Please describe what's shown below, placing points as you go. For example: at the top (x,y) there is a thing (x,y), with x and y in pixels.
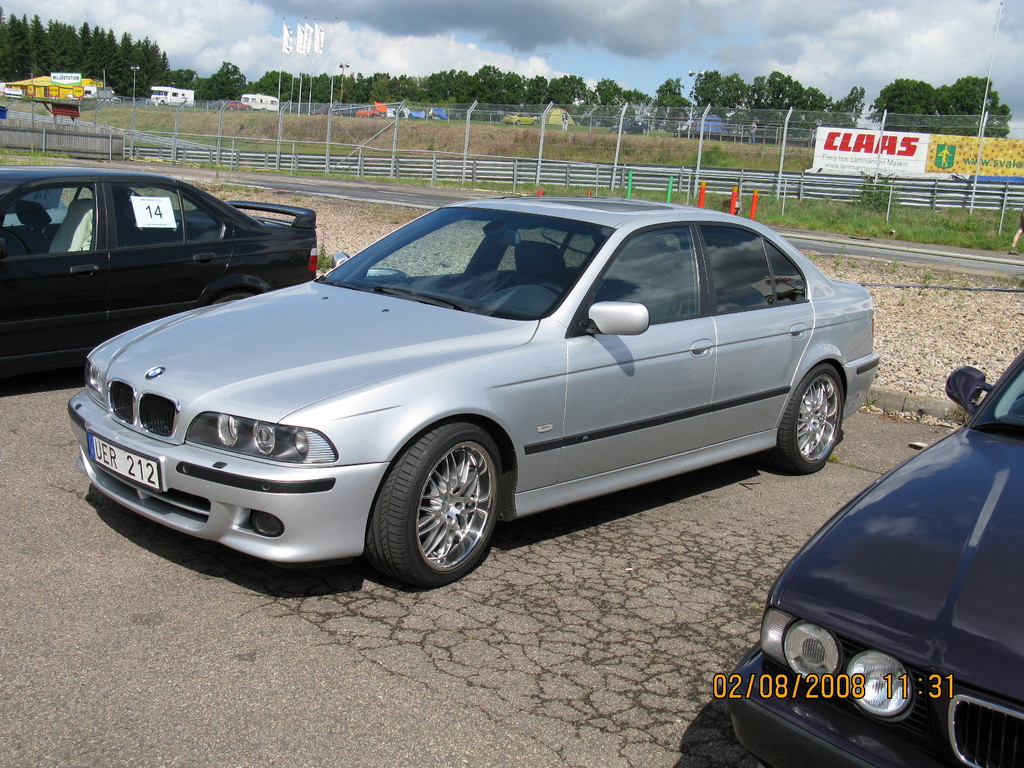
In this picture we can see cars (440,373) on the road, fences (224,113), banners (936,167), trees (511,87), poles (291,104) and in the background (196,34) we can see the sky (438,57) with clouds (904,67).
